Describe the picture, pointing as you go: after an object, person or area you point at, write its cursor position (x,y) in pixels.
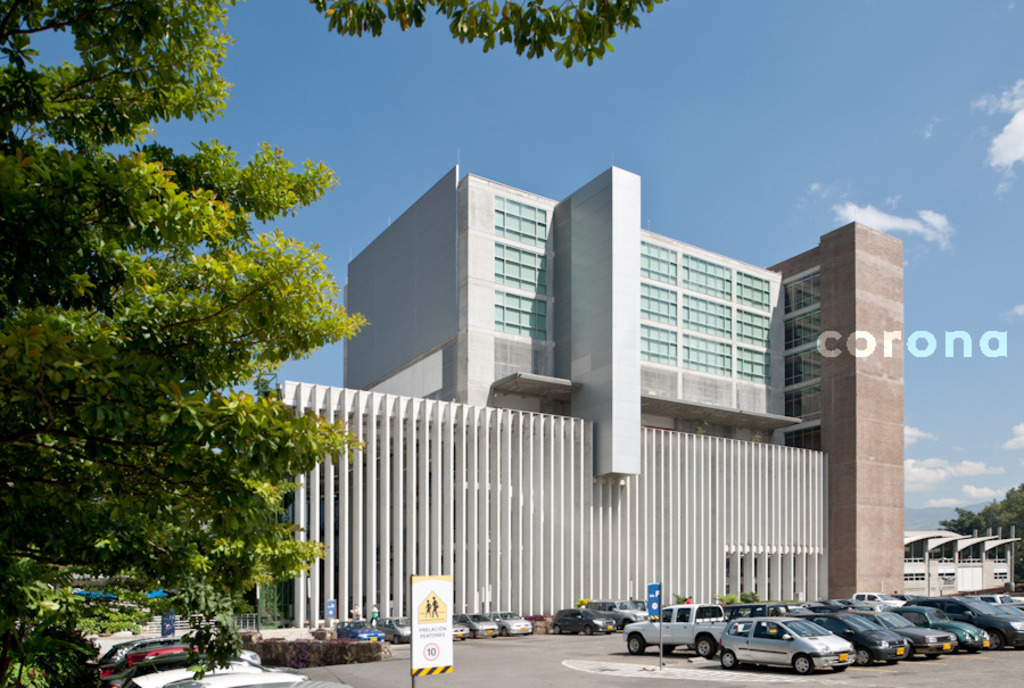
In this image we can see a building (623,413). In front of the building (462,598) we can see a group of vehicles (798,634) and plants (316,653). On both sides of the image we can see few trees (7,471). At the top (645,148) we can see the sky (516,148).
